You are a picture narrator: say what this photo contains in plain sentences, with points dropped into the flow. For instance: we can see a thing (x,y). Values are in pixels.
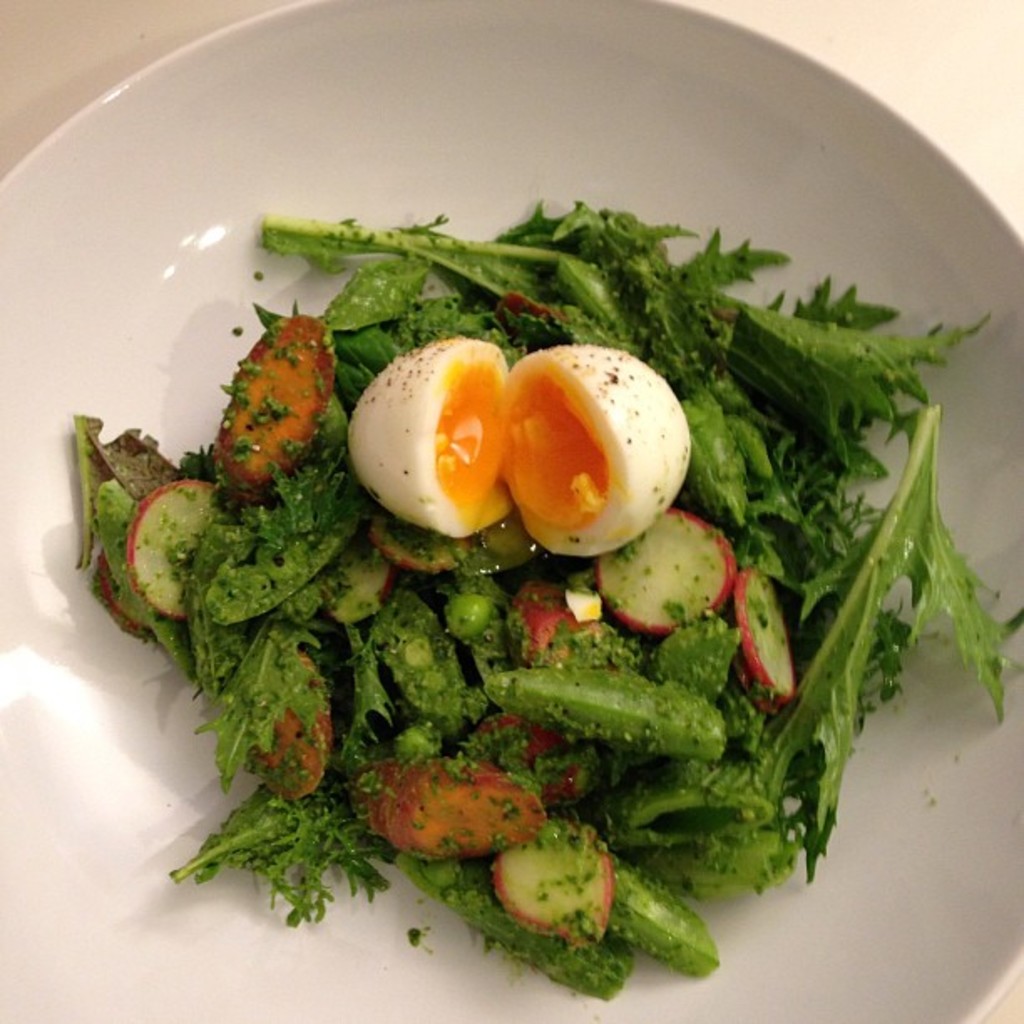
There is a white plate (284,98). On the plate (383,111) there is a food item (710,679) with green leaves (232,568), boiled egg (409,451) and some other things (405,781).
